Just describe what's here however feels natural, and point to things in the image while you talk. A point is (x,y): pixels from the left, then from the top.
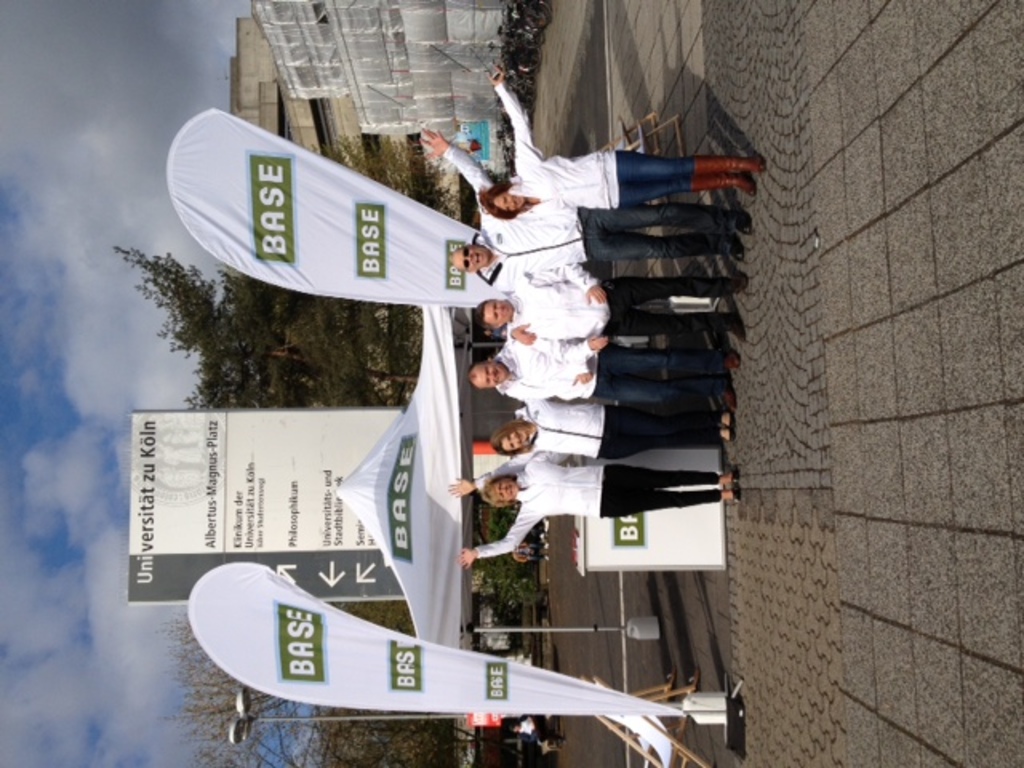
In this image I can see few white colour things (325,276), boards (331,587), few trees (290,309), few street lights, few buildings (420,46) and here I can see number of people (494,484) are standing. I can see all of them are wearing white colour jackets (563,385). In the background (124,323) I can see clouds (114,389), the sky (86,666) and here I can see something is written at many places.
